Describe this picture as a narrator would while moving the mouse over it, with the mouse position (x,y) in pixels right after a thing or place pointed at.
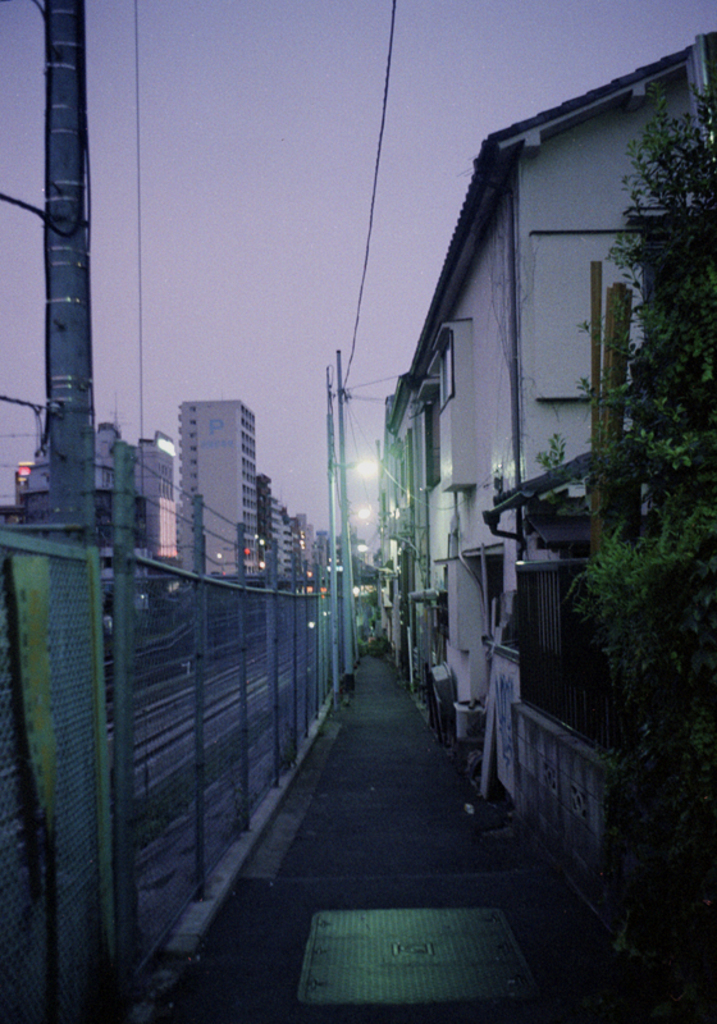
In the center of the image (366,679) there is a lane (374,812). On the right side of the image (702,521) we can see trees (647,433) and buildings (506,308). On the left side of the image (145,763) we can see fencing (145,673), poles (126,518), buildings (153,513) and traffic signals (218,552). In the background (232,310) there is a sky (232,310).
